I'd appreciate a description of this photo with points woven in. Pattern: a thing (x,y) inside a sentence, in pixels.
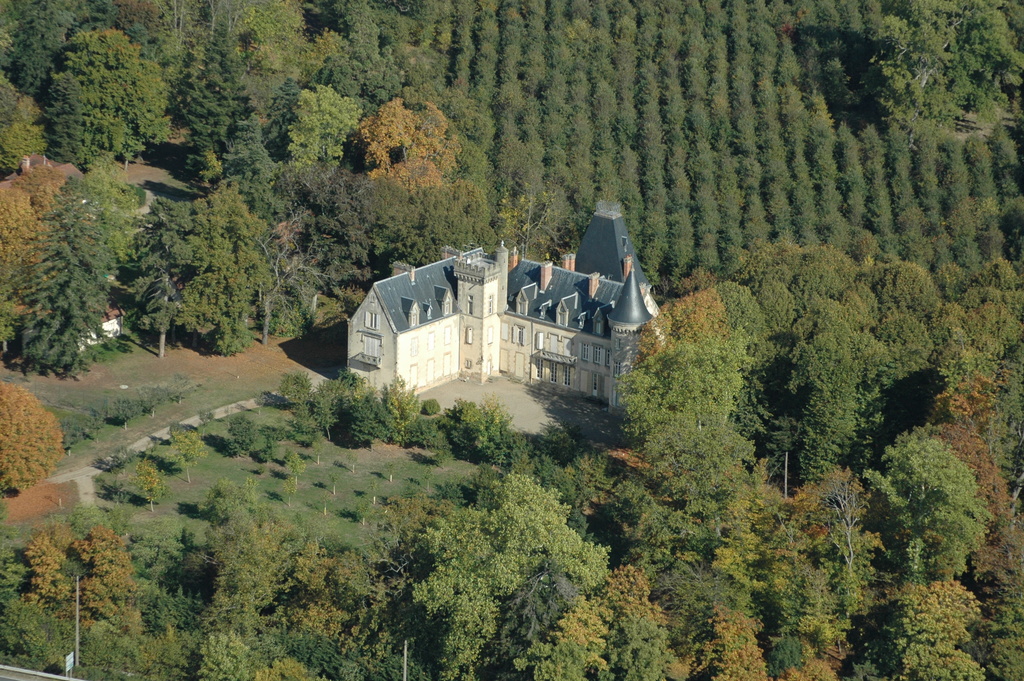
In this picture we can see few houses (419,359) and trees (732,213).
